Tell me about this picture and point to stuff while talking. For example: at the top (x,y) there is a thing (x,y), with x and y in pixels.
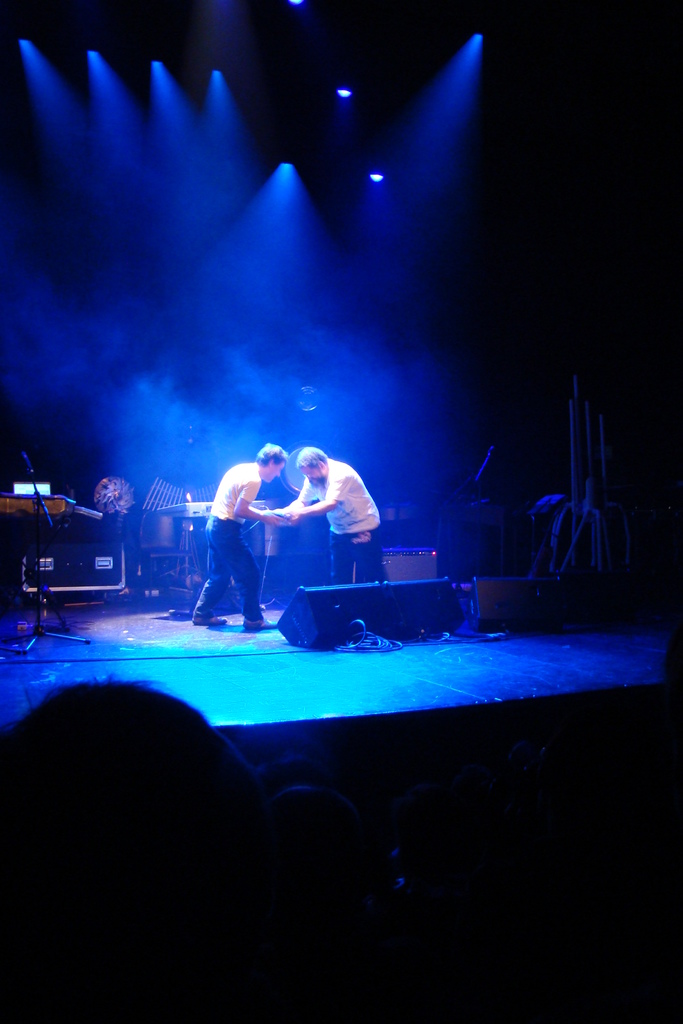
In this image, we can see two people (243,579) are standing on the stage (306,691). Here we can see few objects (590,580), stand (41,496), rods (610,568). At the bottom (292,895) and background (535,365) we can see a dark view. Top of the image (285,169), we can see few lights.
